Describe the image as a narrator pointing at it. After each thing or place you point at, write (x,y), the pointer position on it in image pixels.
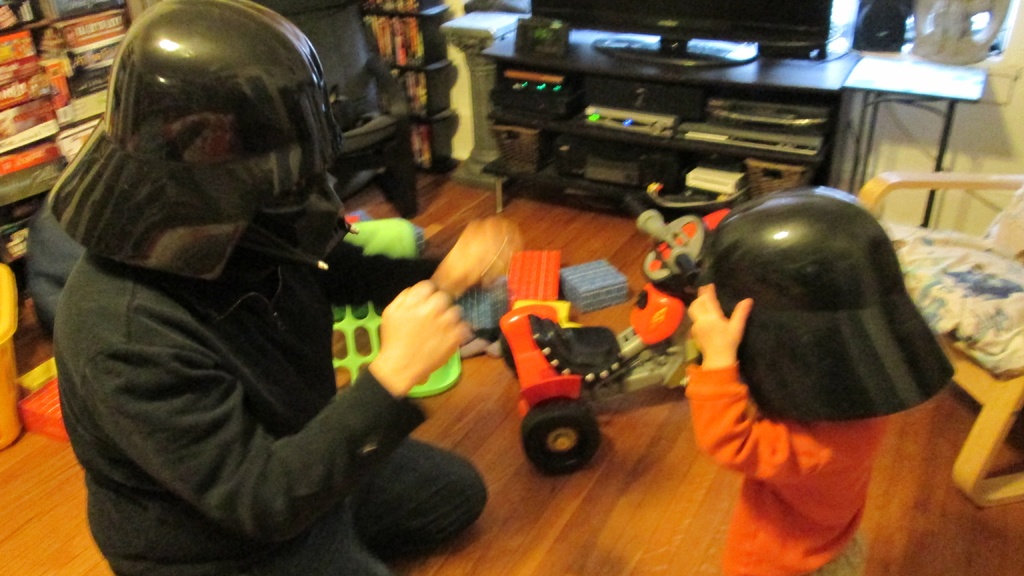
This is an inside view of a room (498,468). Here I can see a person (290,433) and a baby (743,461) are wearing masks (239,190) and there are few toys (571,320) on the floor (593,511). On the right side (976,314) there is a chair (952,180). On the left side (0,291) there are two objects (11,320) placed on the floor (40,460) and few boxes (20,73) are arranged in a rack (51,12). In the background (603,17) there is a monitor (762,22) which is placed on a table (835,86). Under the table (805,78) few devices (668,122) are placed. Beside there is a chair (368,87).
